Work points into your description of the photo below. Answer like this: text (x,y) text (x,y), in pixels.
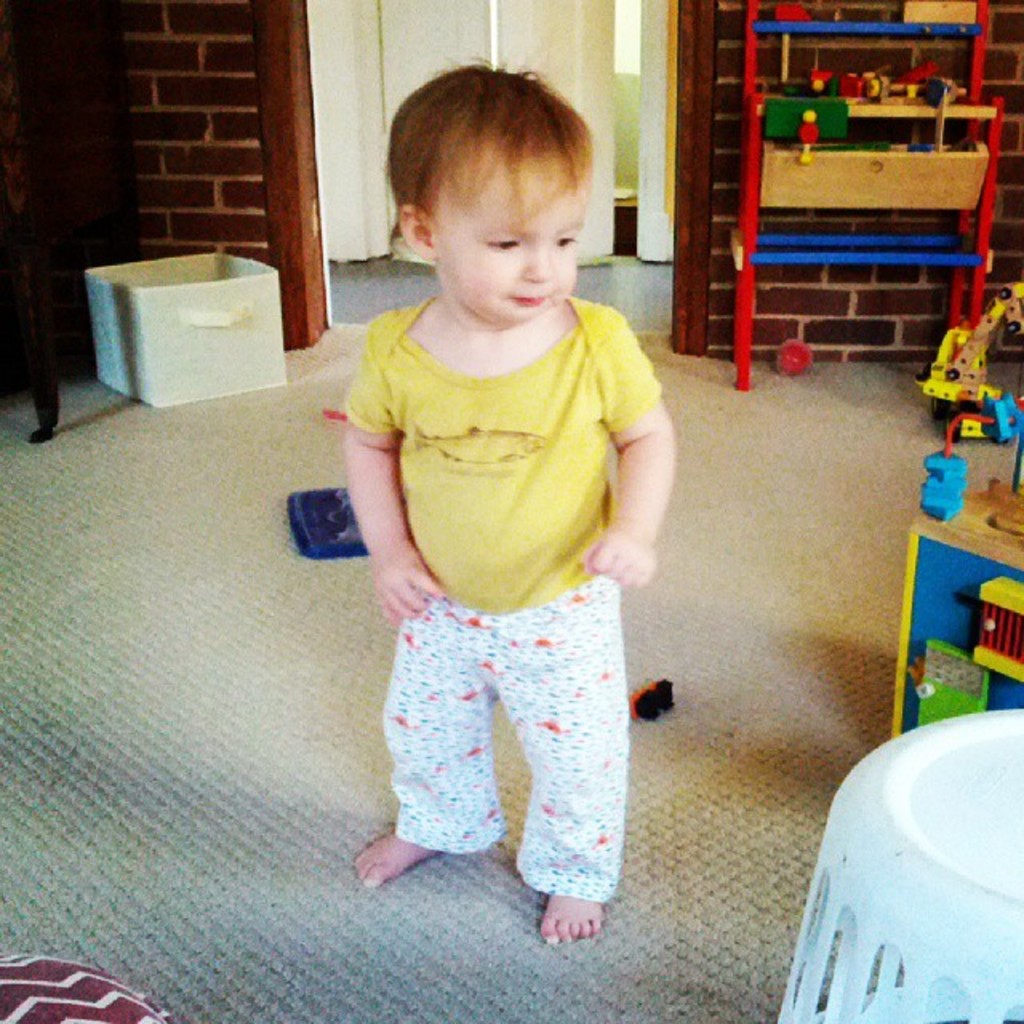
In the image there is a baby (468,531) in yellow t-shirt (586,403) and white pants (521,690) standing on carpet (719,975), in the back (596,71) there is door (400,58), there are toys (1009,414) on the floor (1016,381), on the left side (181,288) there is a basket (180,322).
